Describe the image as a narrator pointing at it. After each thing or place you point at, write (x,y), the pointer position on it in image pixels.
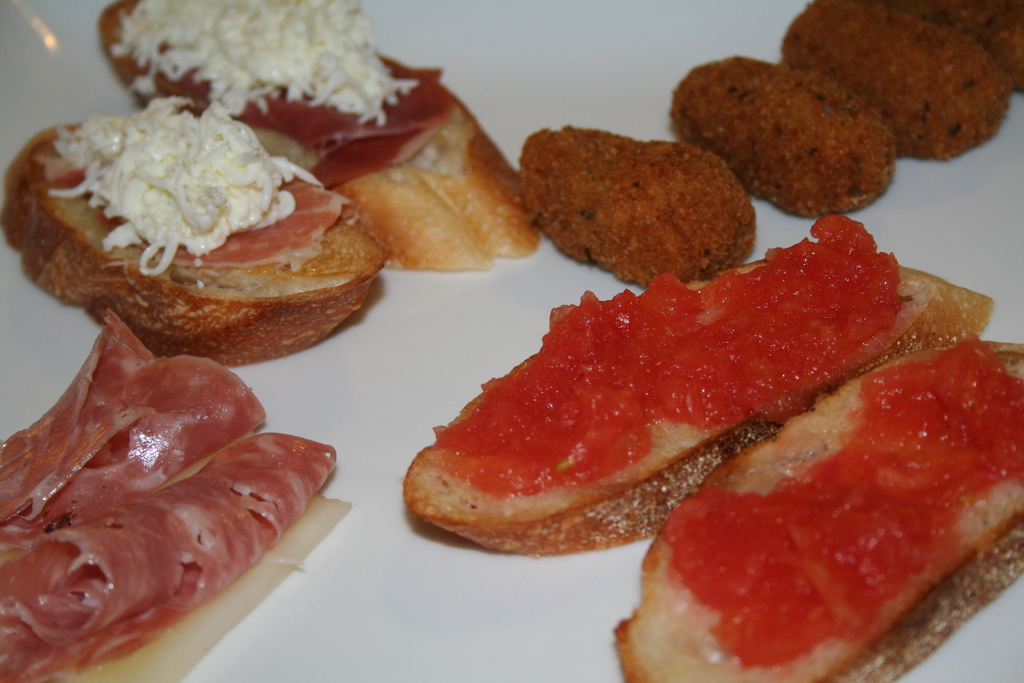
This picture shows food (201,493) in the plate (275,663) and we see meat (130,486) and cheese (180,226).
